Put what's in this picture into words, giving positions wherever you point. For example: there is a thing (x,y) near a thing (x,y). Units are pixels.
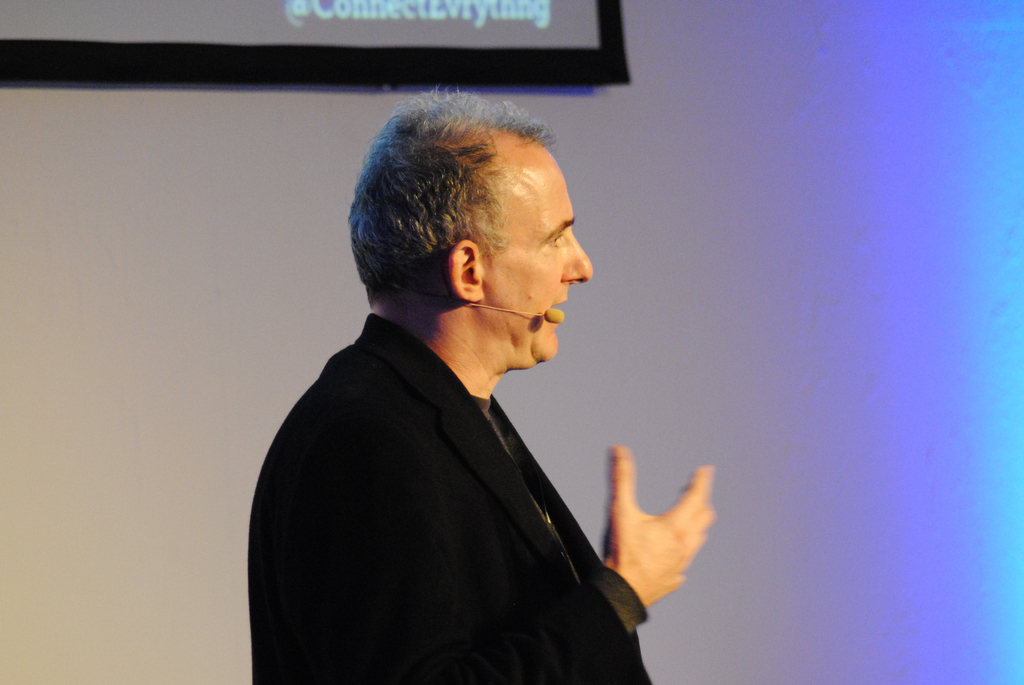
In the center of the image (544,232) there is a person (327,618) wearing a black color suit (325,609) and a mic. In the background of the image (638,283) there is wall (768,172).
